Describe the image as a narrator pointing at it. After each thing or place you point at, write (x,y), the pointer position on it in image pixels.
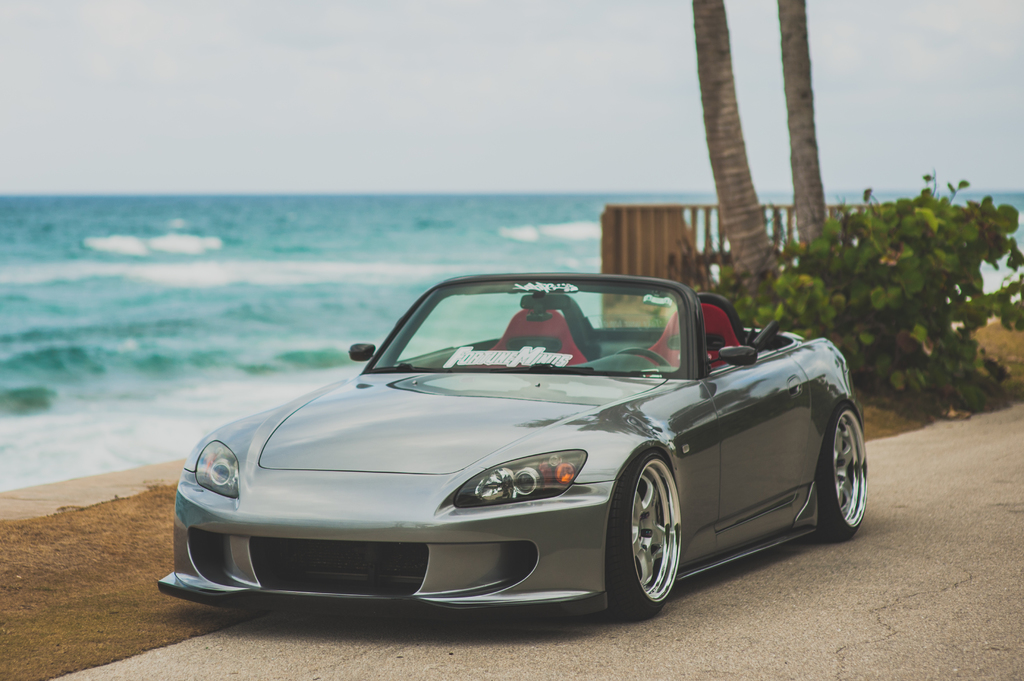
In this image we can see the sea (173,306), two trees (715,148), one gate (792,228), one car (813,417) parked on the road (366,667), some plants (944,362) and some grass (85,632). At the top (214,102) there is the sky (348,112).
